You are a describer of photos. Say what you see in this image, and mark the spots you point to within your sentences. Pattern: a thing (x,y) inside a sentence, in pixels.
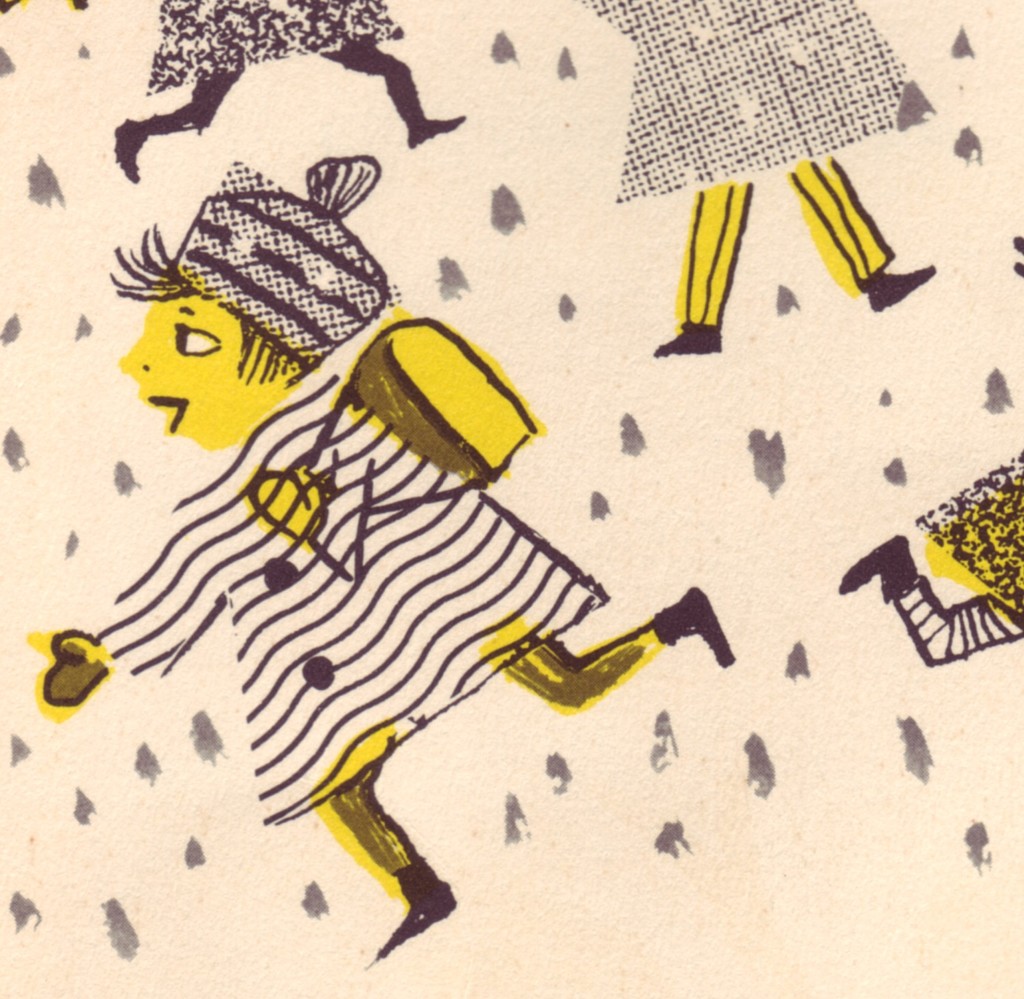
In this image we can see a painting (652,506). In this painting (391,489) there are people (374,647).
